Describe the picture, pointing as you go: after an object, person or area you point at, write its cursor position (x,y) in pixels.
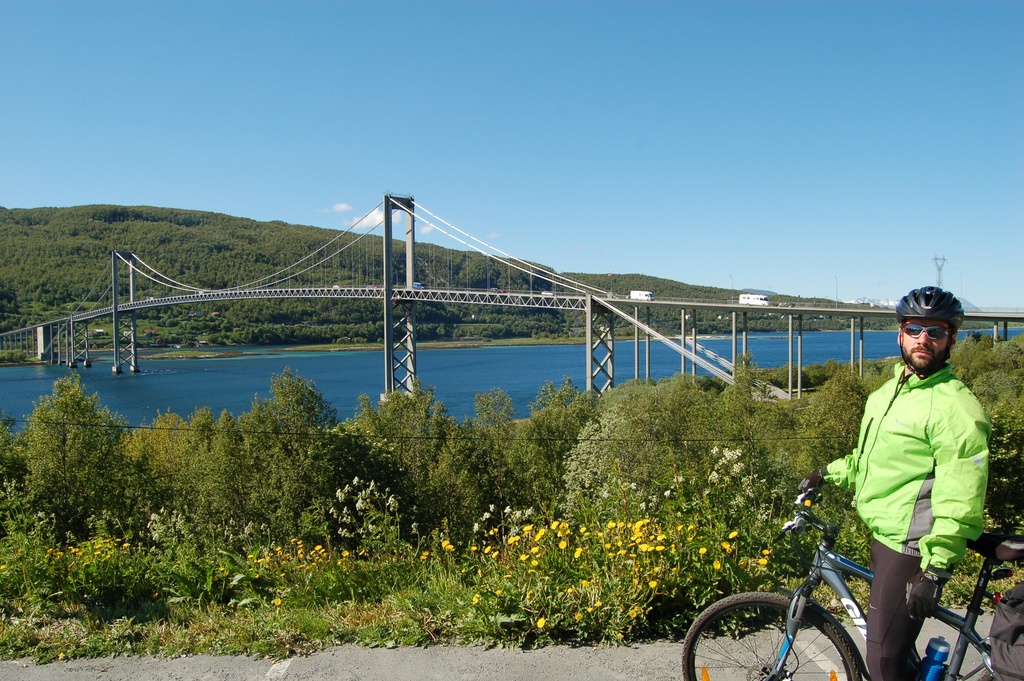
There is a man (836,484) standing and holding bicycle (793,596) and wore helmet (927,315), glasses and gloves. We can see plants (596,529) and flowers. Background (537,356) we can see water (512,366), vehicles (746,302), bridge (599,300), trees (110,237) and sky (536,194).
